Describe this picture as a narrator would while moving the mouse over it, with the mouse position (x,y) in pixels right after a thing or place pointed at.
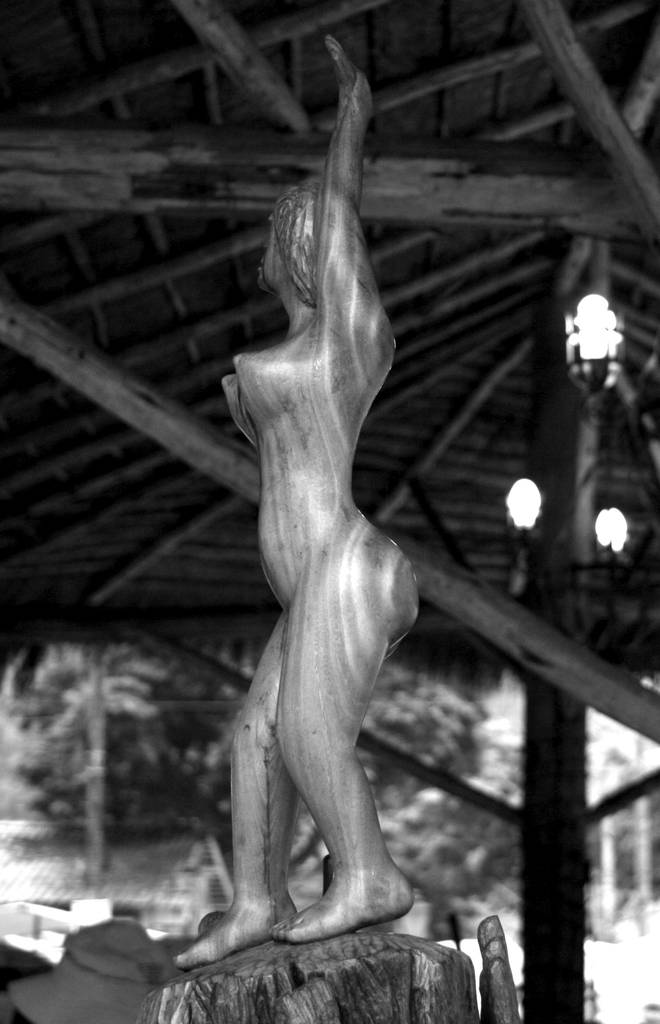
This is a black and white image. Here I can see a statue (301,579) of a person (352,745) on a wooden surface (323,971). At the top of the image (459,181) I can see the roof (375,192). In the background (377,748) there are trees (433,788) and a shed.
